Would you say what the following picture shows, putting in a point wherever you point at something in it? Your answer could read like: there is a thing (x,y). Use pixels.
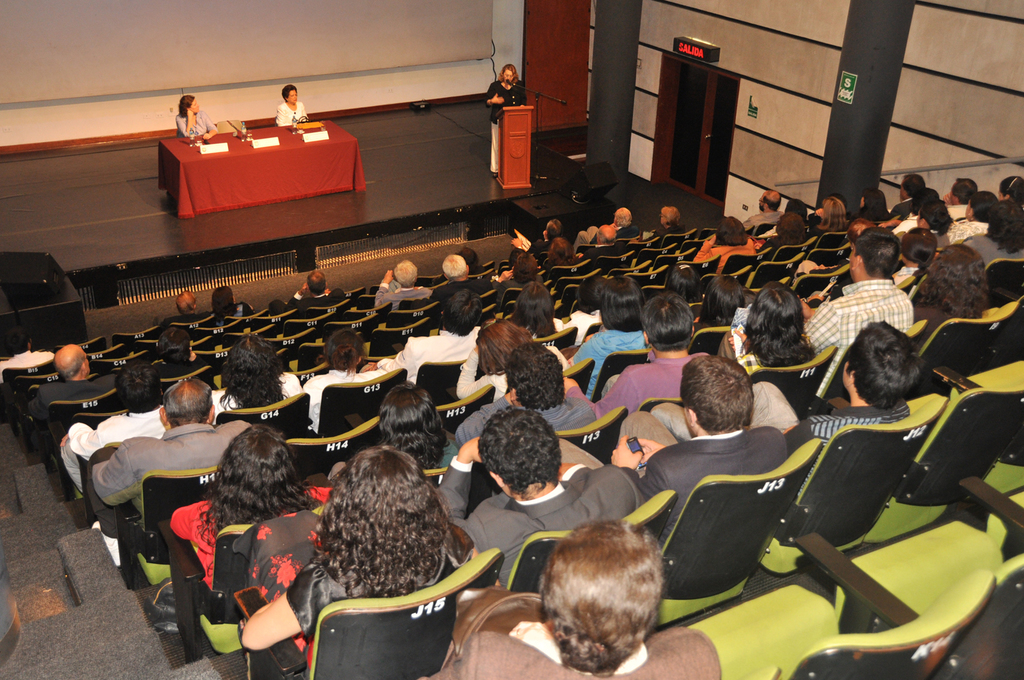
In this image there are some persons (533,460) sitting on the chairs (666,501) as we can see in middle (486,333) right side of this image (702,400), and there is a stage (432,145) at top of this image (176,173) and there is a table (214,135) which is covered by a red color cloth (261,179) at top of this image (283,122) and there are two womens (291,106) are sitting at left side of this image (302,120) and one women (514,79) is standing at right side of the image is wearing black color dress (511,100) and there is a wall (644,99) in the background (690,74) and there is a door (694,149) at top right side of this image (687,135).
